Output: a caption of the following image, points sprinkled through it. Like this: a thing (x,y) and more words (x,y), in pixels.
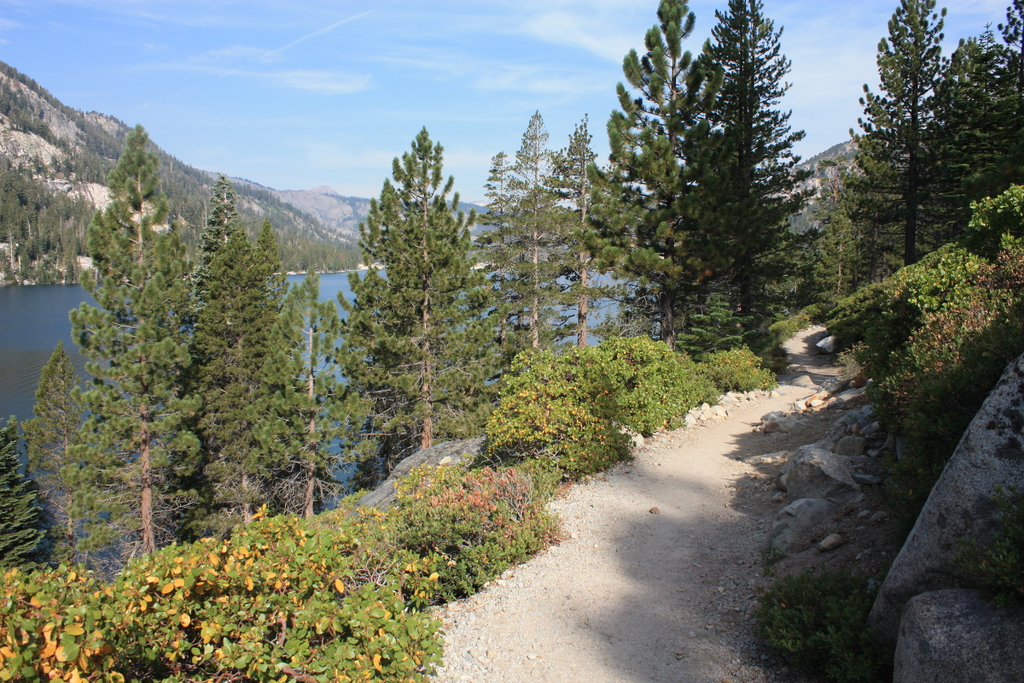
In this image, I can see the pathway (715,427), rocks (805,523) and the bushes (373,607). Behind the trees (770,258), I can see water (33,333) and mountains (320,204). In the background (372,44), there is the sky (598,46).
